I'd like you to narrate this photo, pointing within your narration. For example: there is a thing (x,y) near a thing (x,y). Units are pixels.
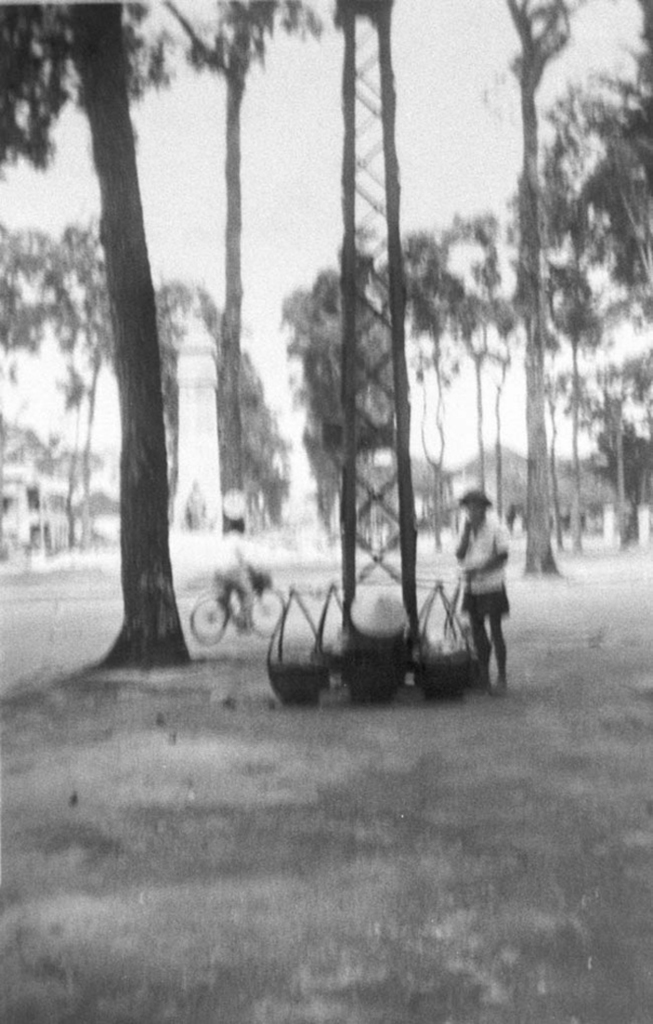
This is a black and white image. There are trees (527,326), tower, poles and baskets (446,666) on the ground (402,881). I can see a person (482,549) standing and another person (243,625) riding a bicycle (256,627). In the background (158,158), there is the sky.
